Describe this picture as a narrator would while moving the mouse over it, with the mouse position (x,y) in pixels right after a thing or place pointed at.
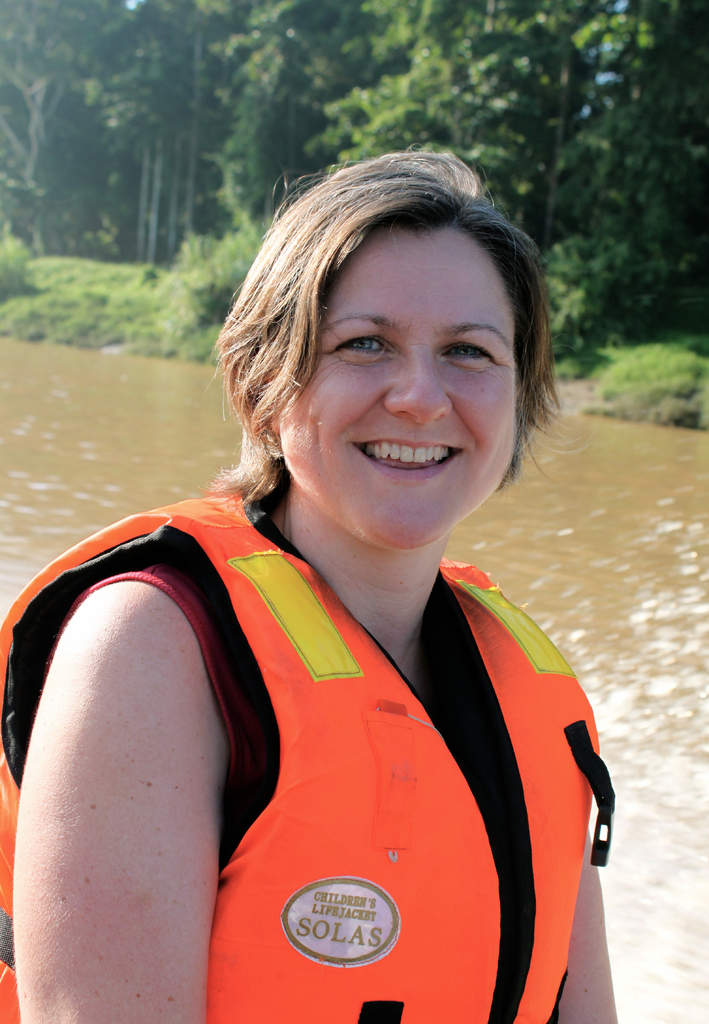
In this image, we can see a lady (206,850), plants (33,319) and trees (522,20). We can also see some water (131,361).
